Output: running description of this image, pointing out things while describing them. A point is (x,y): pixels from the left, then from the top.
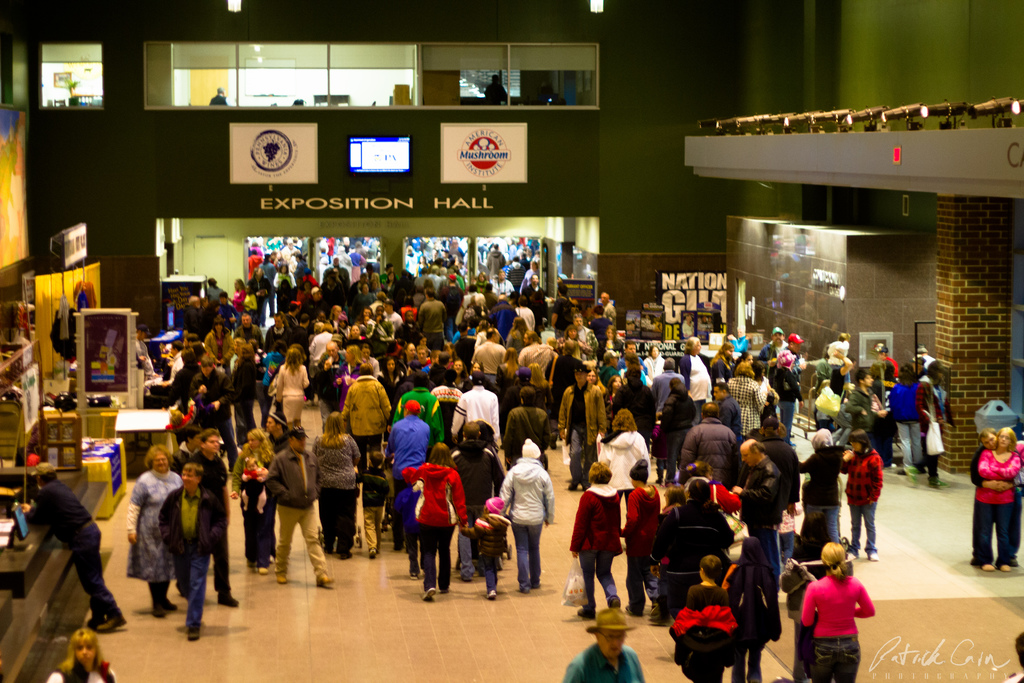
In this picture we can see some people (609,381) are standing and some people (381,430) are walking on the path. On the left side of the people (227,435) there is a board (109,390), a monitor (23,527) and some objects (68,344). At the top of the wall (494,195) there are boards (243,144) and a screen (383,166) and on the right side of the people (714,419), it looks like a dustbin (980,421). On the image there is a watermark (923,657).
